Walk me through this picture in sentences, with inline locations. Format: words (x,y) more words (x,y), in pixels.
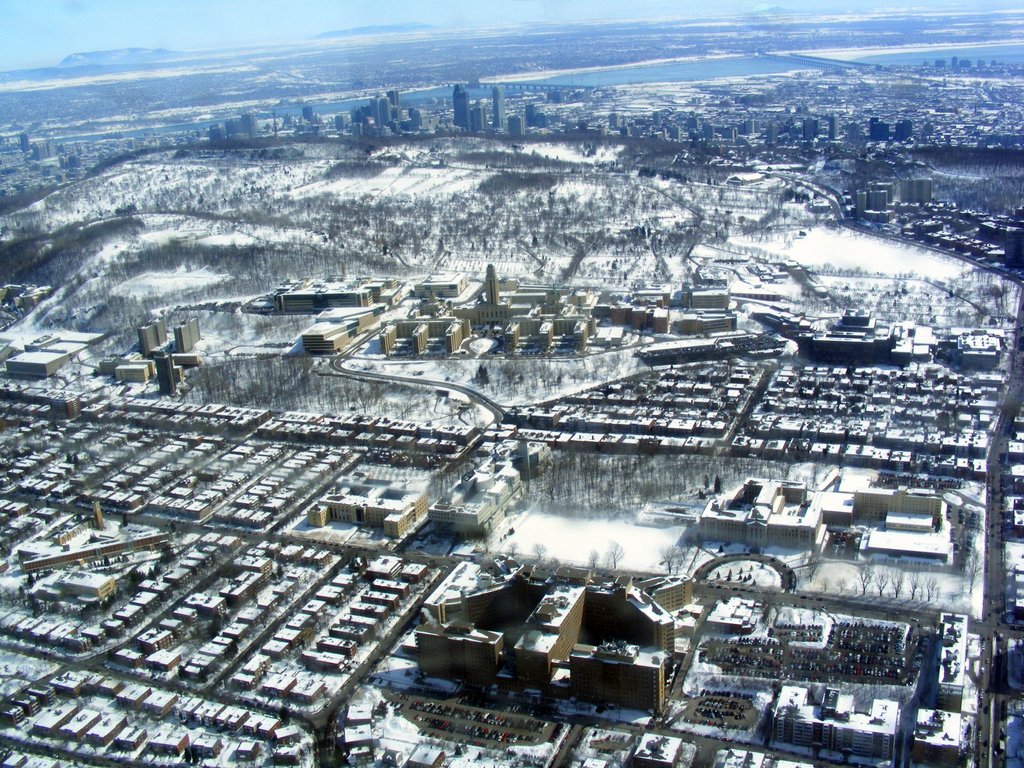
In this picture we can observe buildings (618,639). There is some snow (389,232). We can observe some water (432,95) in the background (974,57). There are hills (137,48) here.
